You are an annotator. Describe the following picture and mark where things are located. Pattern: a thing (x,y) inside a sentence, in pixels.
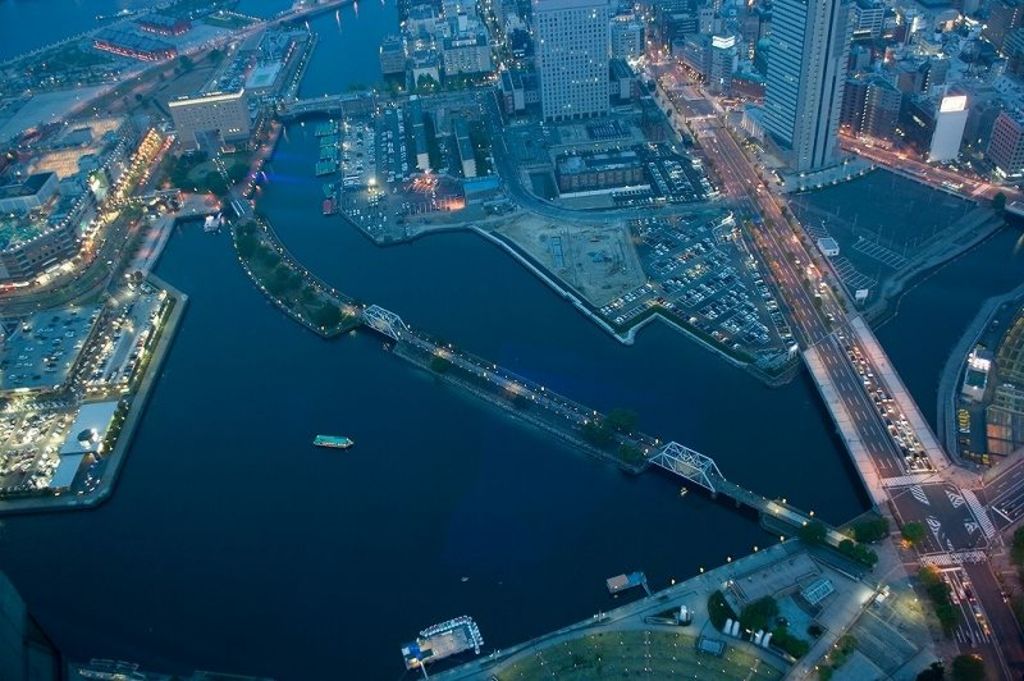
In this picture I can see the top view of the city (66,142). In the center (342,434) there is a boat (321,434) on the water (512,577). On the right (934,449) I can see many bridges (925,439) and cars (970,603) are running on it. At the top (566,181) I can see the skyscrapers (568,102) and many buildings (789,43).
